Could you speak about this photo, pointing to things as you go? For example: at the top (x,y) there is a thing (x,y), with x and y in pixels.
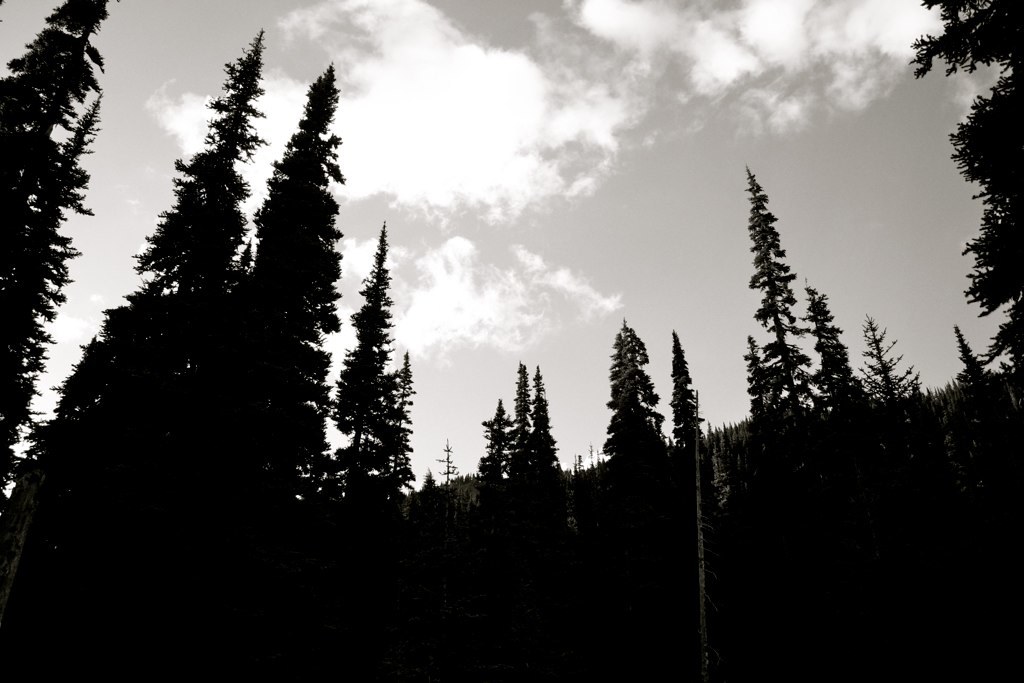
This is a black and white pic and here we can see trees (292,575) and clouds (369,123) in the sky (865,192).
